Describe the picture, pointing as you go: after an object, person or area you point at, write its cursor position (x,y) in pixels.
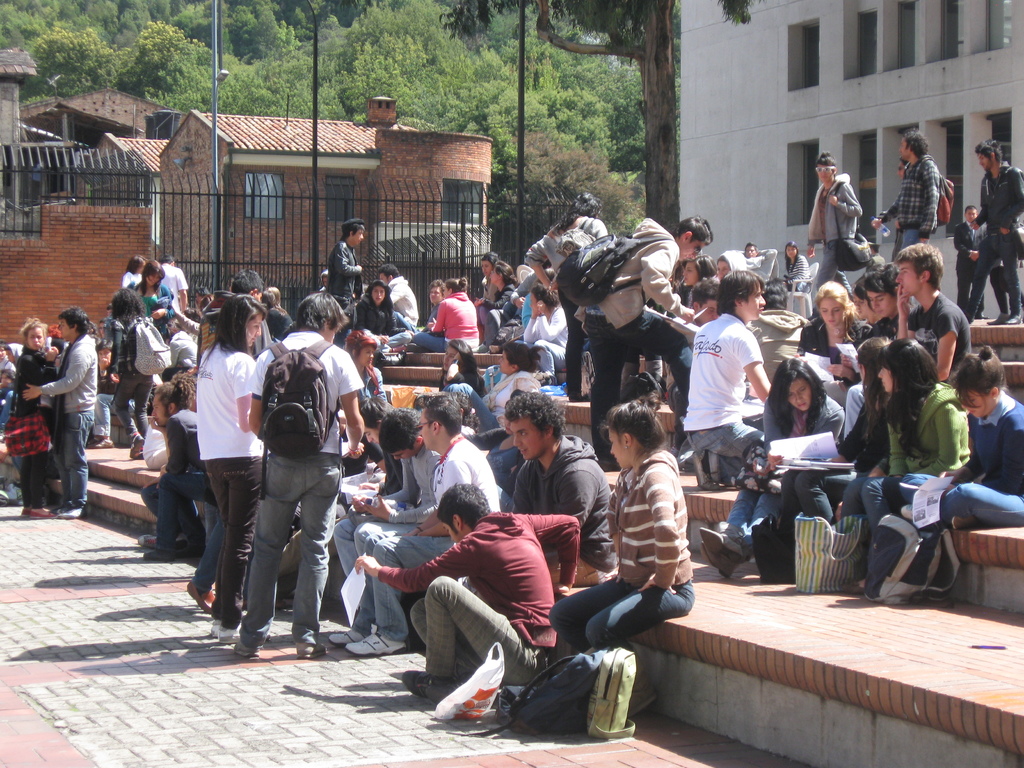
In this picture I can see the path (83,552) and steps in front (152,603) and I see number of people (353,407) standing and sitting. In the background (348,203) I can see few buildings (329,136), poles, fencing (46,153) and number of trees (276,19).
